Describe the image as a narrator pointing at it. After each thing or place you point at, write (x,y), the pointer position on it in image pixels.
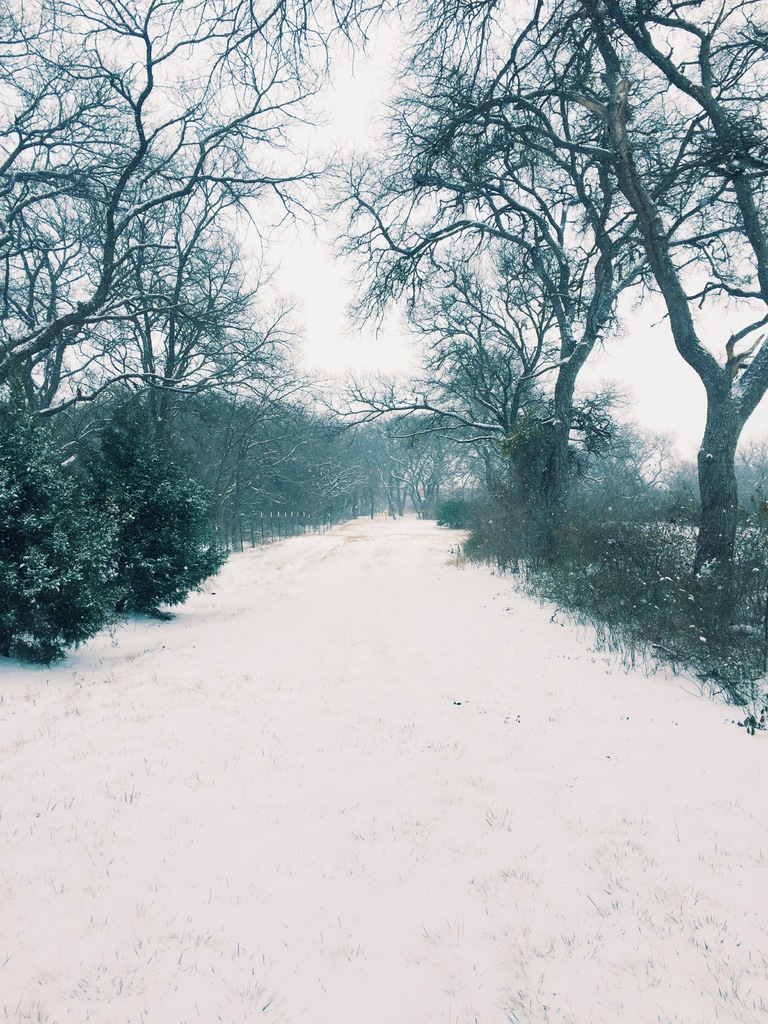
These are the trees (173,468) with branches (433,442) and leaves (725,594). I think this is the snow (487,628). These look like the plants (707,614). This is the sky (342,114).
